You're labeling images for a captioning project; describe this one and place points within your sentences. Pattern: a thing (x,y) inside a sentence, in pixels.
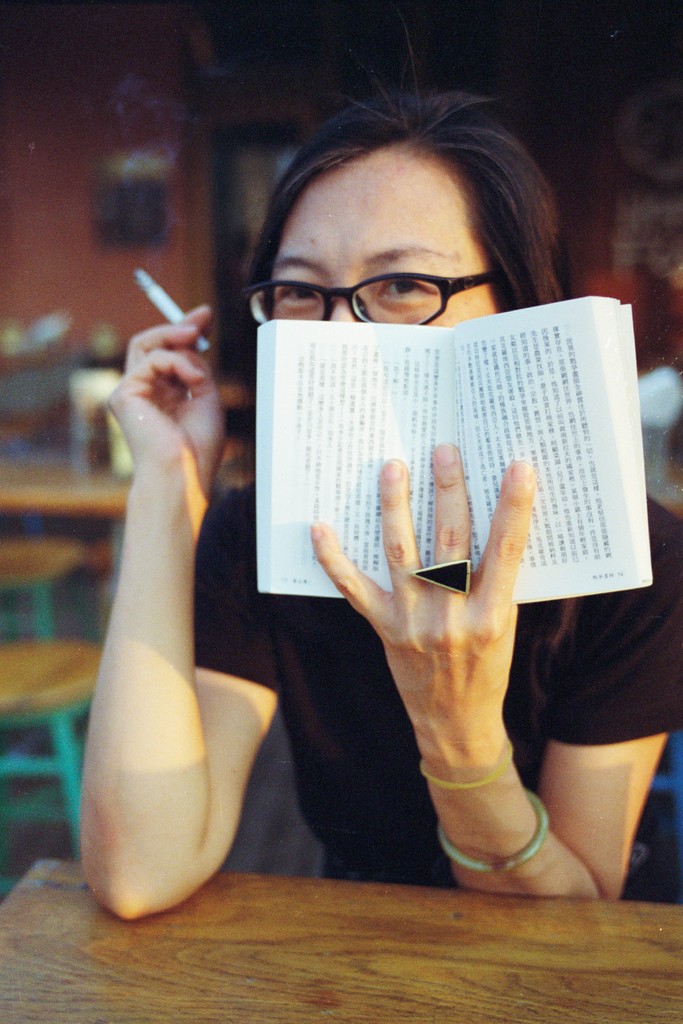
In this picture we can observe a person (368,831) sitting in front of a brown color table (340,936) and wearing spectacles (371,297). This person (384,310) is holding a book (335,514) in one hand (391,526) and a cigarette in the other hand (193,443). We can observe a black color T shirt (347,675). In the background (60,511) there are some empty stools (89,662) and a table (121,493).
